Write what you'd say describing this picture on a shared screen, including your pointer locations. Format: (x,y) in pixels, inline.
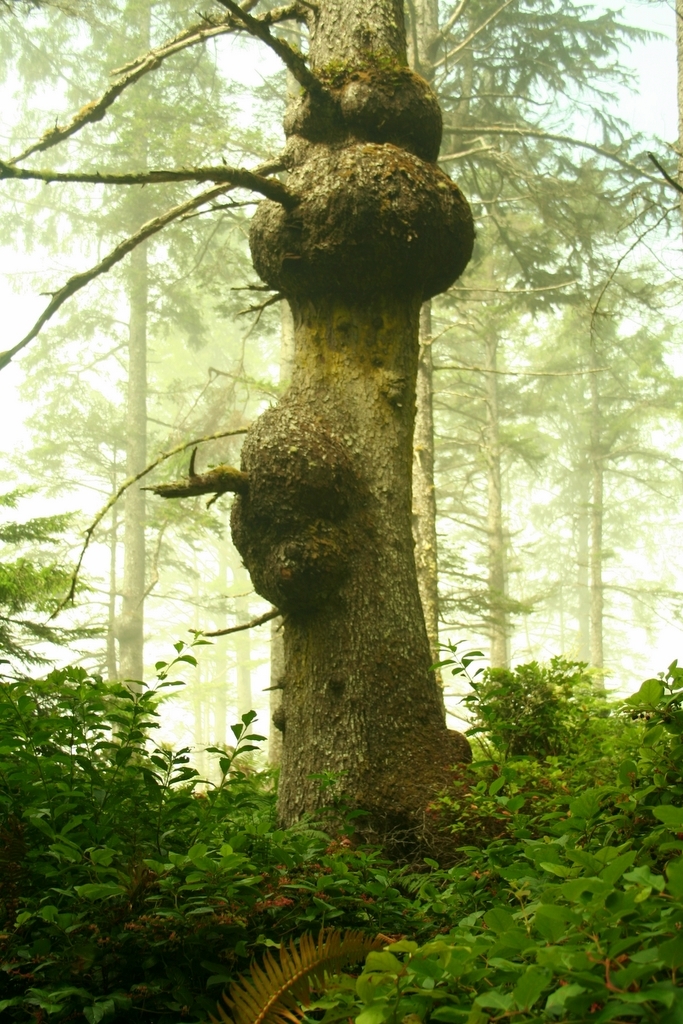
In this image there is a tree trunk (377,361) and around that there are plants (177,954) and also there are trees (457,417) at back (458,465).
